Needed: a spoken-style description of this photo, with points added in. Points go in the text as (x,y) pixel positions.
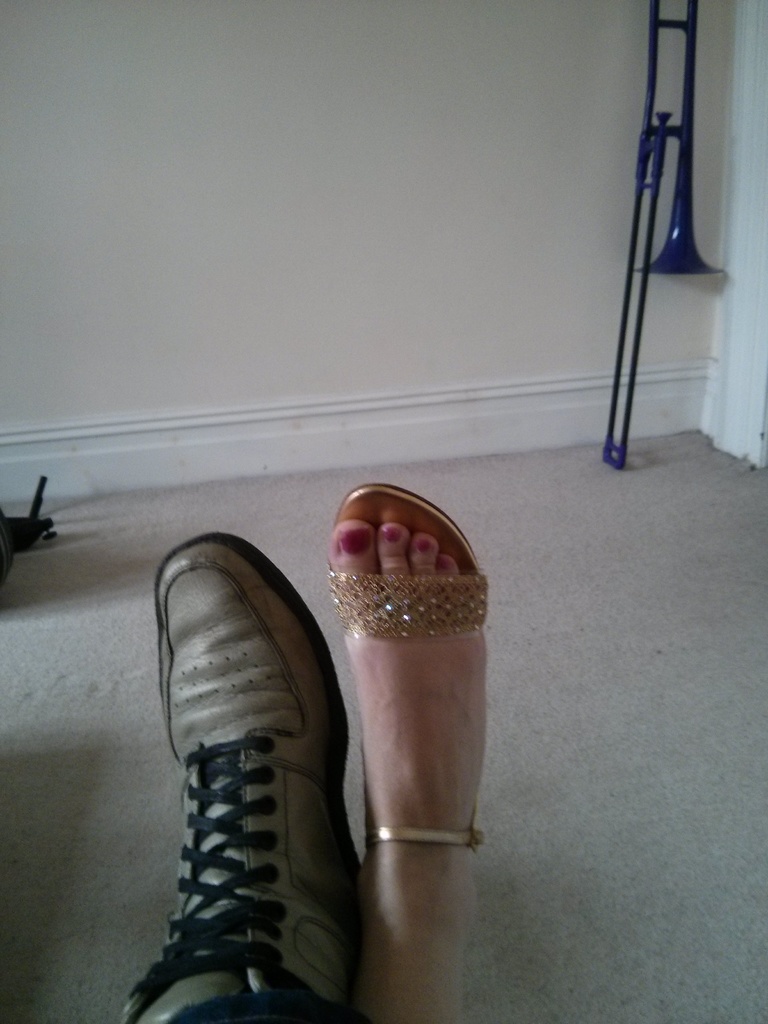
In this image we can see two legs (460,719). There is a sandal (433,627) in one leg (430,850) and a shoe (210,982) in the other leg (235,970). We can see the carpet (634,566) on the floor (633,638). At the top of the image (322,161), we can see the wall (452,199). There is a musical instrument (678,248) on the right side of the image (685,241). We can see an object (24,524) on the left side of the image (19,531).
